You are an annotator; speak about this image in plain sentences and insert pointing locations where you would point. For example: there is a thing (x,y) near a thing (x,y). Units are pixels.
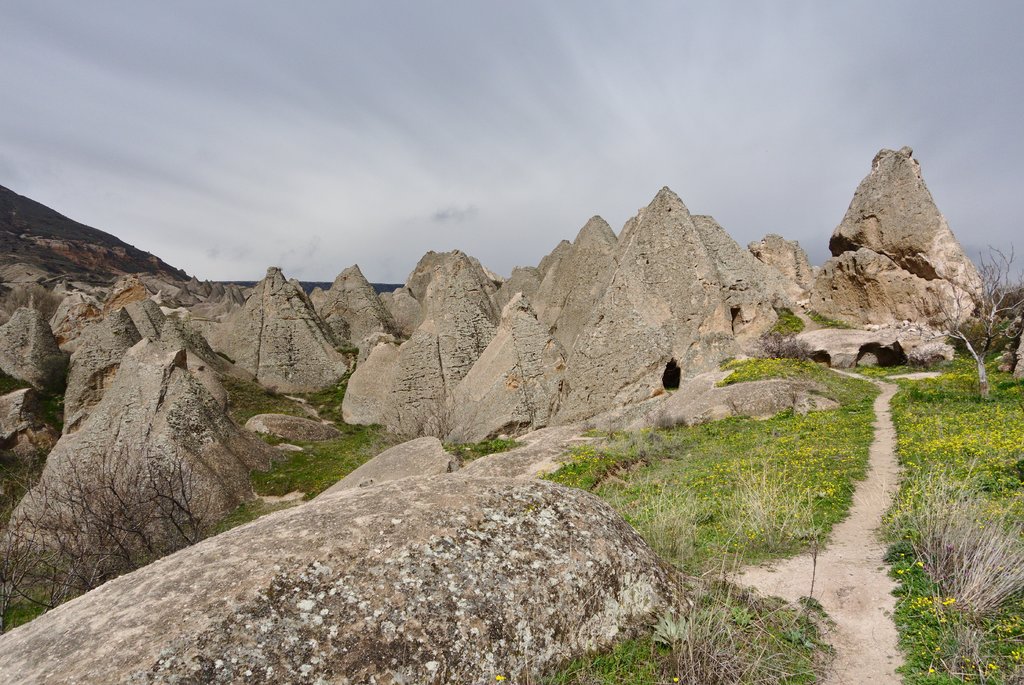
In the center of the image (527,313) there are rocks (368,404). At the bottom of the image (717,641) there is grass (726,613). At the top of the image (236,77) there is sky (249,140) and clouds (454,81).
